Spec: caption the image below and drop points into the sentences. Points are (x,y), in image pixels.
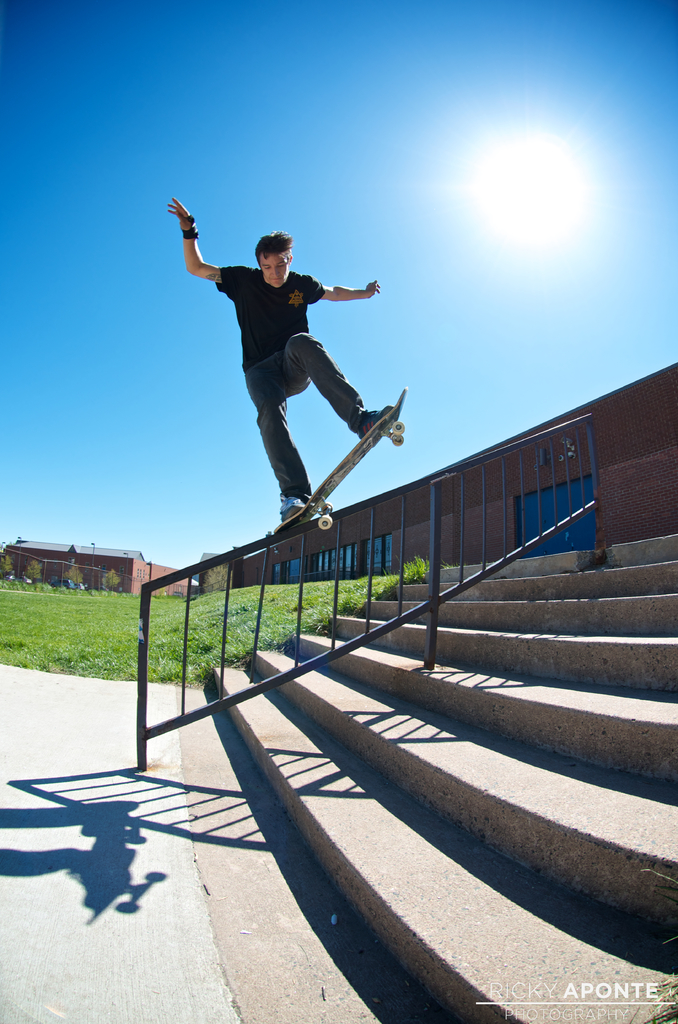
In this image we can see some houses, one building (649,480), some objects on the ground (338,993), one fence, some text (481,1004) on the bottom right side (672,1003) corner of the image, some trees (1,576), some plants (23,587), some green grass (83,608) on the ground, one staircase (485,1014), one man (262,326) skating with the skateboard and at the top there is the sun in the sky (259,480).
